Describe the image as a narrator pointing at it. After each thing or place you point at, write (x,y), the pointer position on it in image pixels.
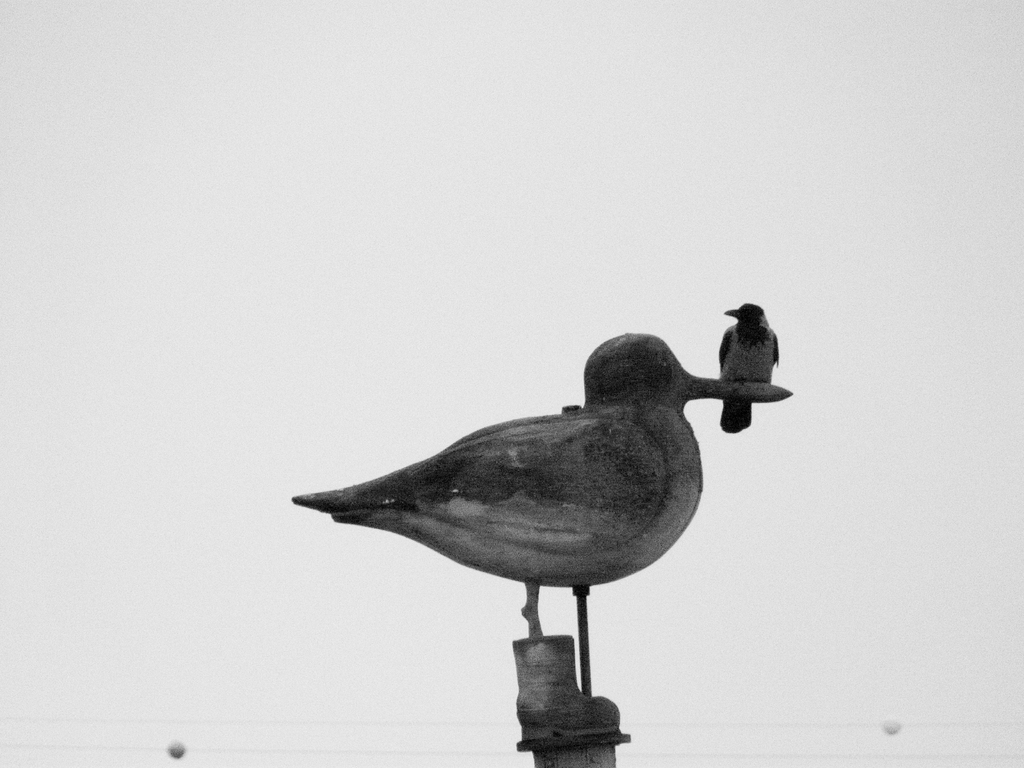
In the center of the image (640,489) we can see a sculpture (573,539) and there is a crow (752,373) on it.
